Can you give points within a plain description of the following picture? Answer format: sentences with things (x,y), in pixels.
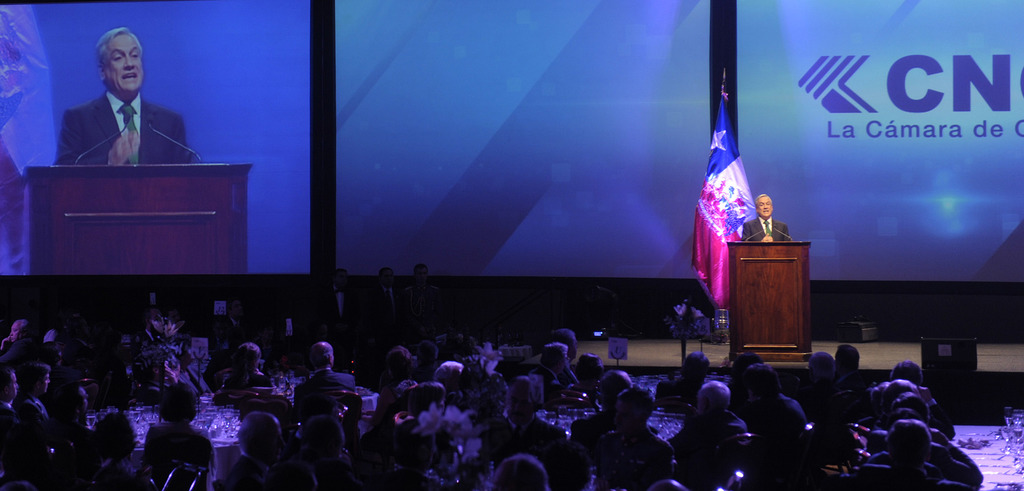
This is a conference hall (487,326) I can see a group of people (33,351) sitting in chairs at the bottom of the image (889,462) I can see a person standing behind a wooden podium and addressing the people (817,363) sitting I can see a flag (714,177) behind him. I can see a screen (52,179) in the left top corner of the image (167,150). In the right top corner of the image (943,88) I can see some text (1003,95).
